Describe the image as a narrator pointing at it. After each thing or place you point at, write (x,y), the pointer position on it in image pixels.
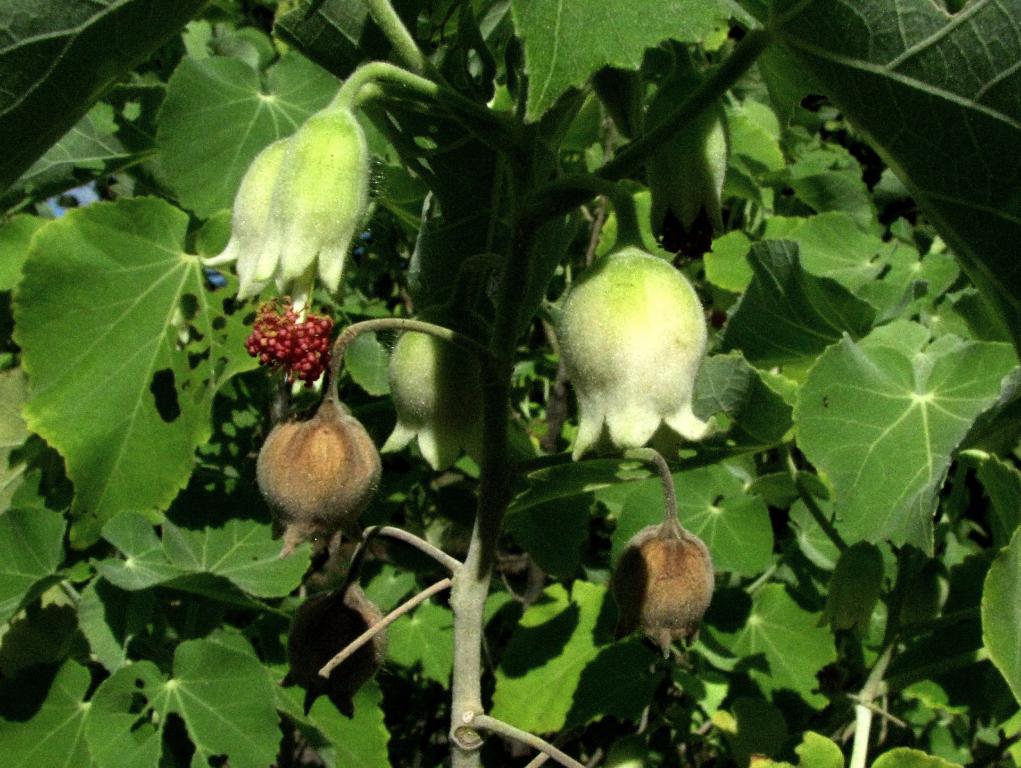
In this image there are flowers (281,208), fruits (670,557), leaves (264,562) and stems (460,662).
